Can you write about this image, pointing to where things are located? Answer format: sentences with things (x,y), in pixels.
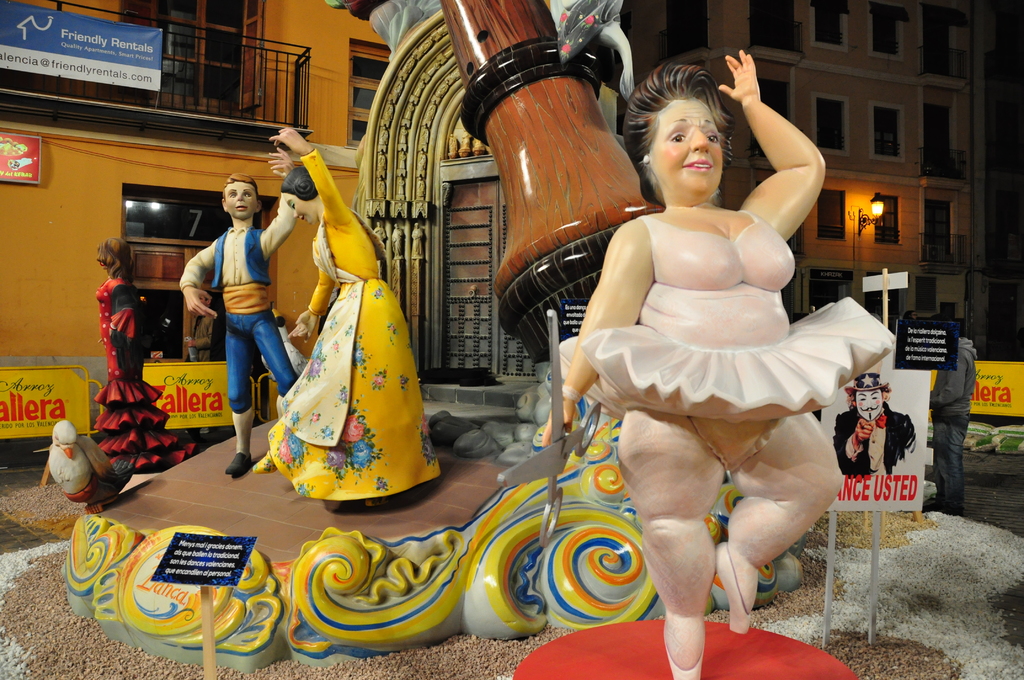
In this picture I can see toys (354,400) in the foreground (235,408). I can see a person (964,411) on the right side (949,414). I can see the buildings (746,118) in the background (783,70).
